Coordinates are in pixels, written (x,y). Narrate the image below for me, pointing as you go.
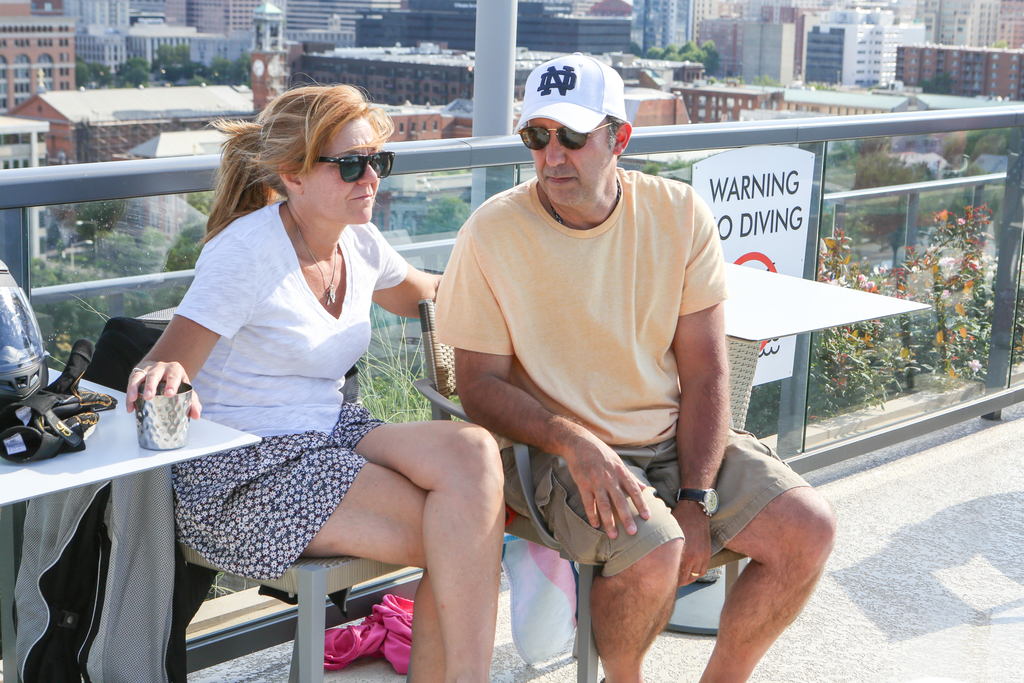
Here I can see a woman (293,219) and a man (595,432) are sitting on the chairs (325,578) and there are two tables (779,320). The woman (282,329) is holding a glass (163,400) which is on the table (126,459), beside this a helmet (29,361) and hand gloves (48,428) are placed. At the bottom (357,638) there is a cloth (370,641) on the floor (262,659). At the back of these people (294,277) there is a glass (849,212) to which a white board (742,210) is attached. On this board (760,202) there is some text (771,231). Behind the glass (907,276) there are few plants (921,261). In the background (623,57) there are many buildings (601,29) and trees (178,61).
